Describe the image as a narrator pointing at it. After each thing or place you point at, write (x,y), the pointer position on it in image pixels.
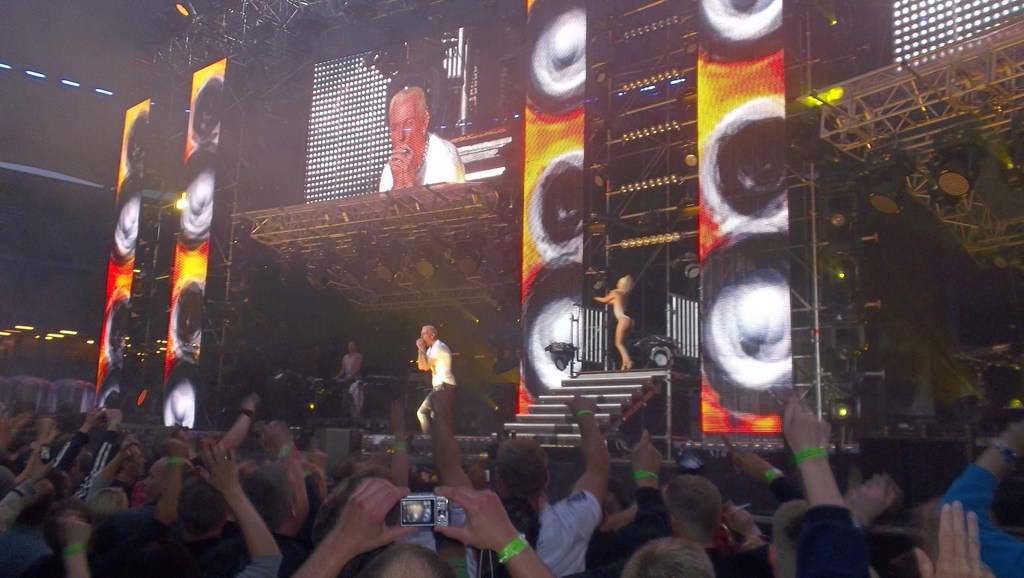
In this image at the bottom (463,500), there is a man (397,570), he is holding a camera (408,509) and there are many people (581,487). In the middle (439,359) there is a man (439,372), he wears a shirt (437,380), trouser (439,419), he is singing, behind him there are some people (627,352), stair case (543,423), screen (328,147), lights (635,188), stage (589,254). At the top (241,52) there is roof (290,38) and lights (360,83).
